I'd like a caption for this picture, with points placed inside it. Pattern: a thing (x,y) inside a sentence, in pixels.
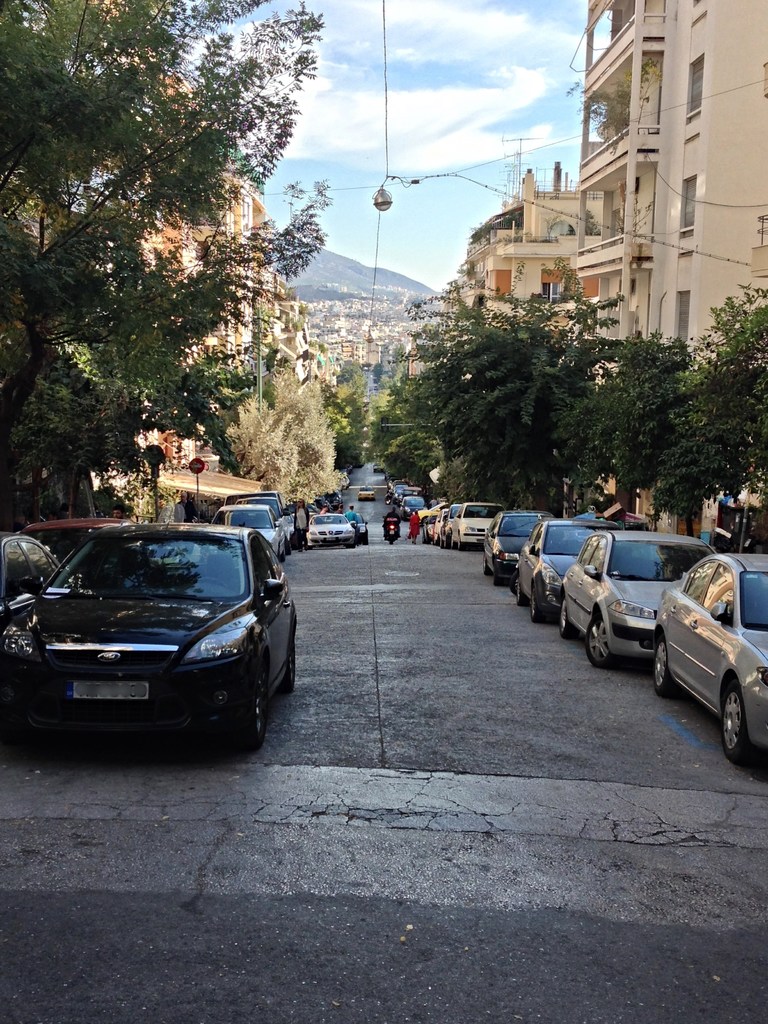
In this image there are some cars (625,610) and buildings (622,193), trees (422,391), in the background (391,365) there are some mountains (355,278) and buildings (361,337) and there are some wires (424,178). At the top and in the center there are some persons (389,511) sitting on vehicles (365,533), at the bottom (357,754) there is road (468,858).
